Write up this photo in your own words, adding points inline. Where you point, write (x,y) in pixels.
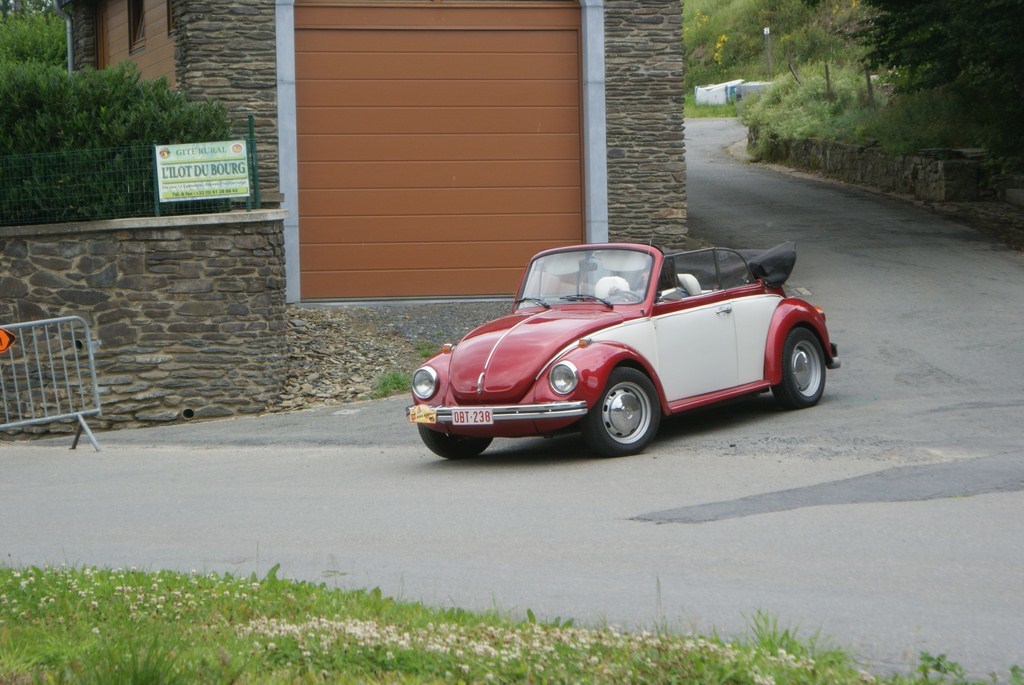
In this picture, we can see a person (625,296) in vehicle (625,340), road (589,529), ground (176,600) with grass (30,604), the wall (73,343), plants (115,128), trees (1005,49), board (196,163) with some text (200,166), fencing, and some object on the left side of the picture (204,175).
